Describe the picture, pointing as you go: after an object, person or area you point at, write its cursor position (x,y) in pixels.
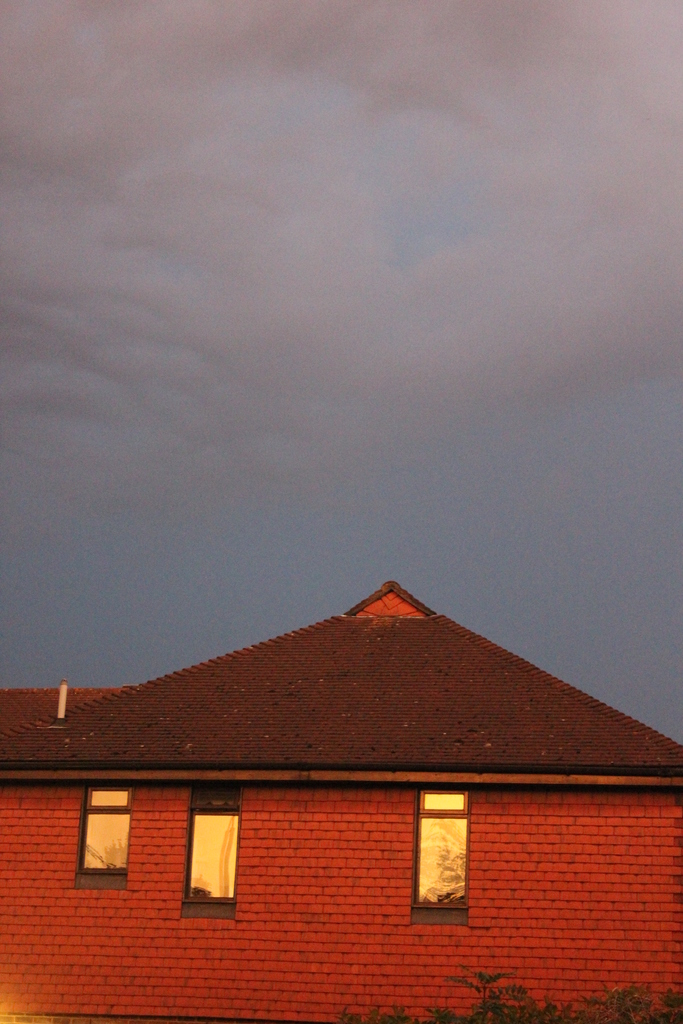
At the bottom of the image (232,798) there is a house (409,855). In the background (509,399) there is sky (602,301). At the bottom (682,1016) there are plants (641,1004).
